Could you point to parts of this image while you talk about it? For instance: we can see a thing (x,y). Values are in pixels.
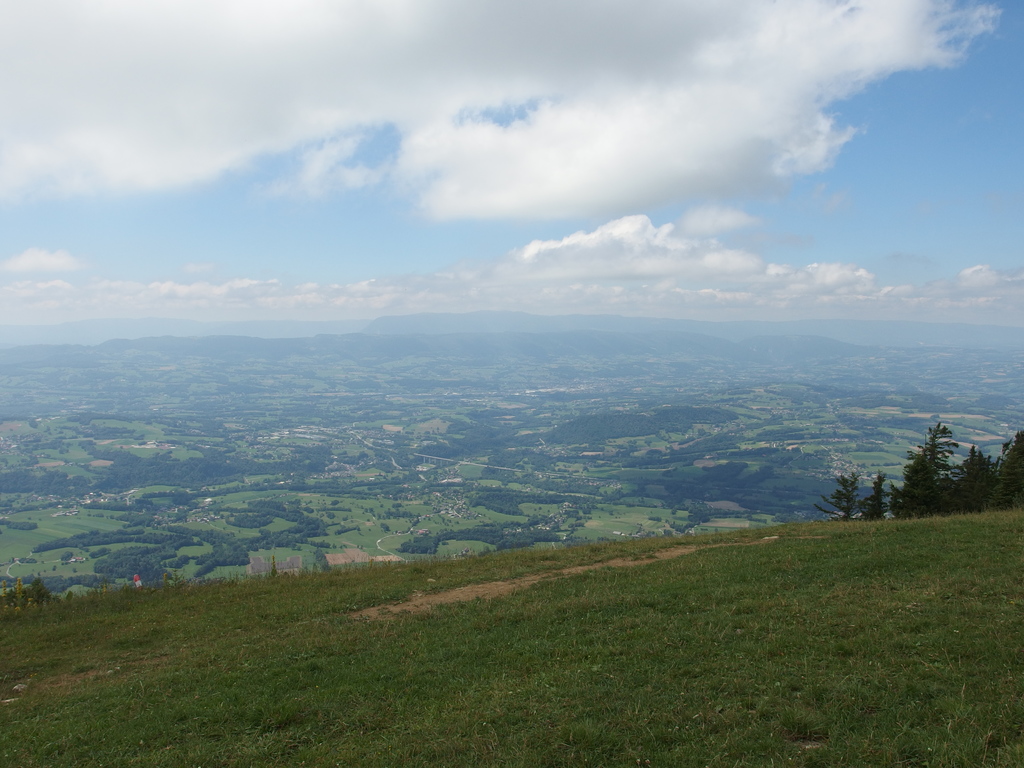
In this image I can see the hill view (200,345) and I can see the hill (467,323) and some bushes (152,468) visible in the middle, at the top (327,154) I can see the sky (886,161) and there are some plants (909,484) visible on the right side (924,504).
